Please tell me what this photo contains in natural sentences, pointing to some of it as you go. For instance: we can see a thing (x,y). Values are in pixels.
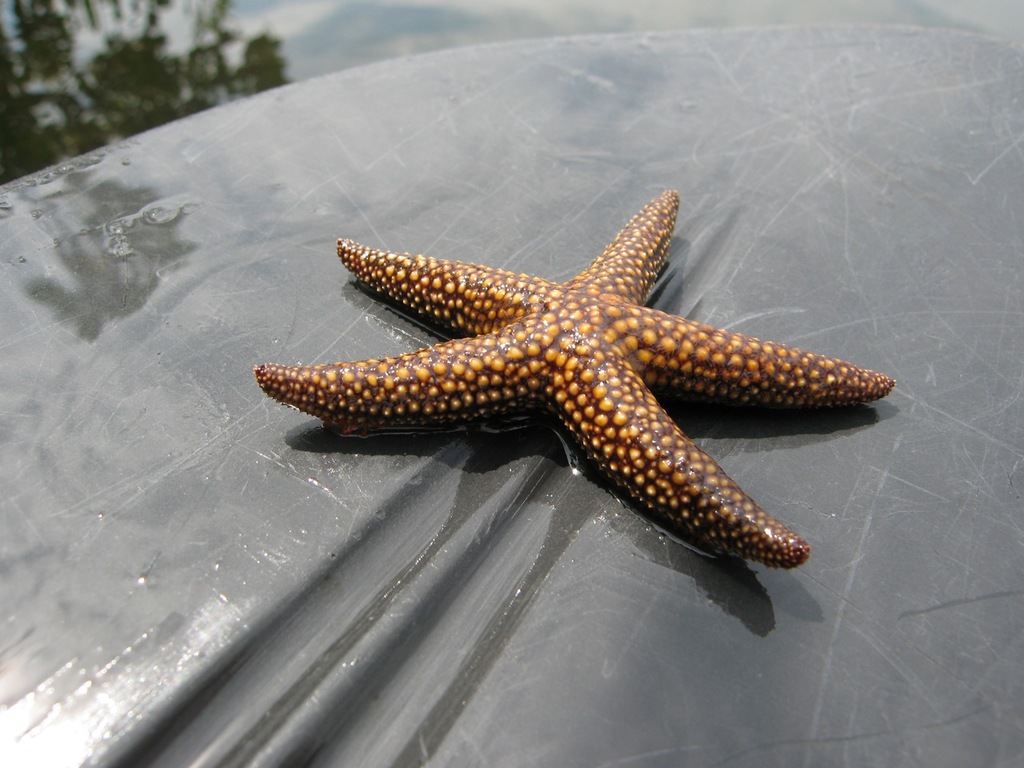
In this image, there is a starfish (554,325) on some object (358,653).
